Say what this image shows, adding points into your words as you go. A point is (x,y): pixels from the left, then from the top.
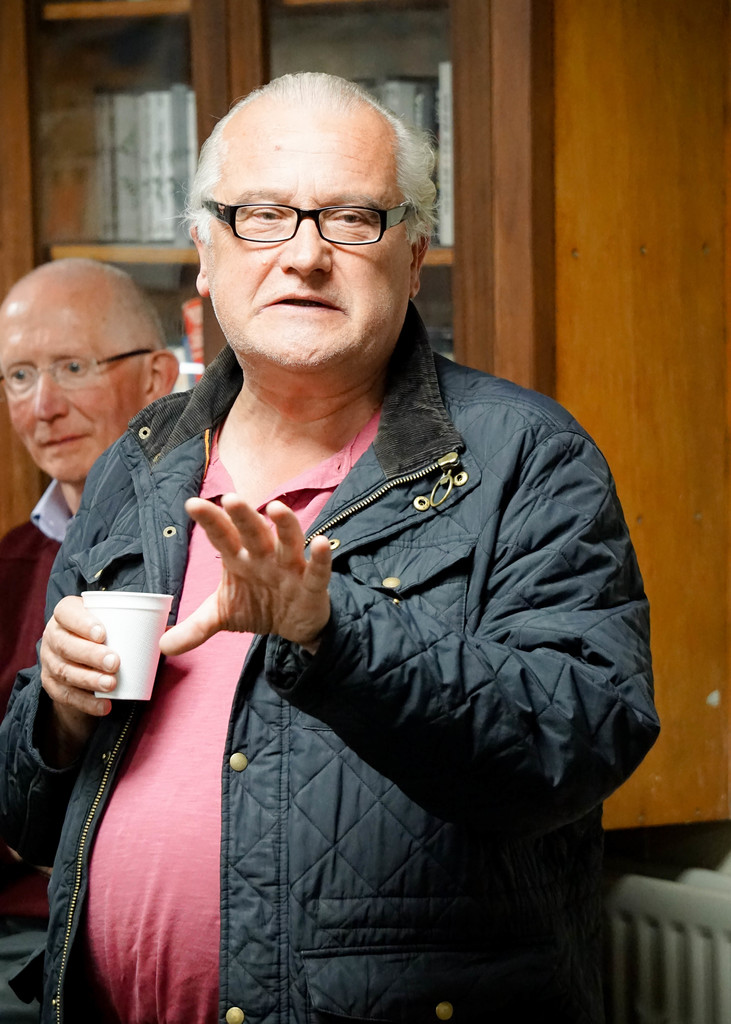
In the image there is an old man (252,389) in black jacket (433,666) holding a cup (135,628) and standing in the front (316,220) and behind him there is an old man (96,337) followed by cupboard (443,58) in the background (490,74) with books (172,163) in it.
